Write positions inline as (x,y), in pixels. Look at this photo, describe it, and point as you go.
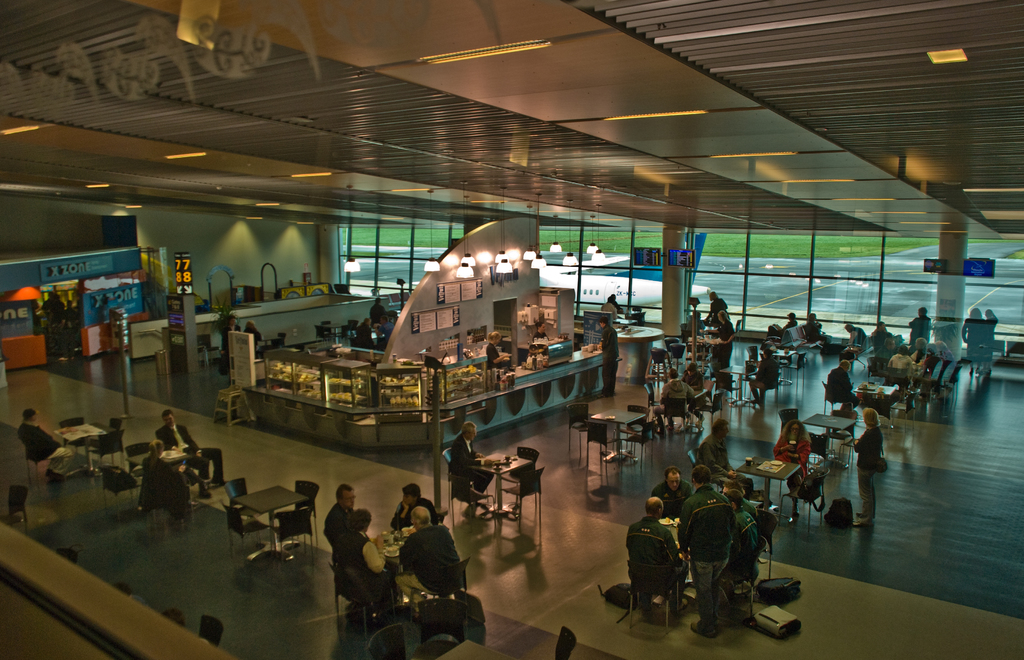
In the picture we can see a restaurant hall (968,371) with tables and chairs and people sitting and having something and in the middle of the hall (547,511) we can see a desk (262,360) with many food items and the person (506,354) standing over there and behind it, we can see a counter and in the background (583,259), we can see a glass wall (1023,315) and from it we can see a road (1009,315) and the grass surface (886,251), and to the ceiling (903,226) of the hall (784,656) we can see the lights (894,213).
